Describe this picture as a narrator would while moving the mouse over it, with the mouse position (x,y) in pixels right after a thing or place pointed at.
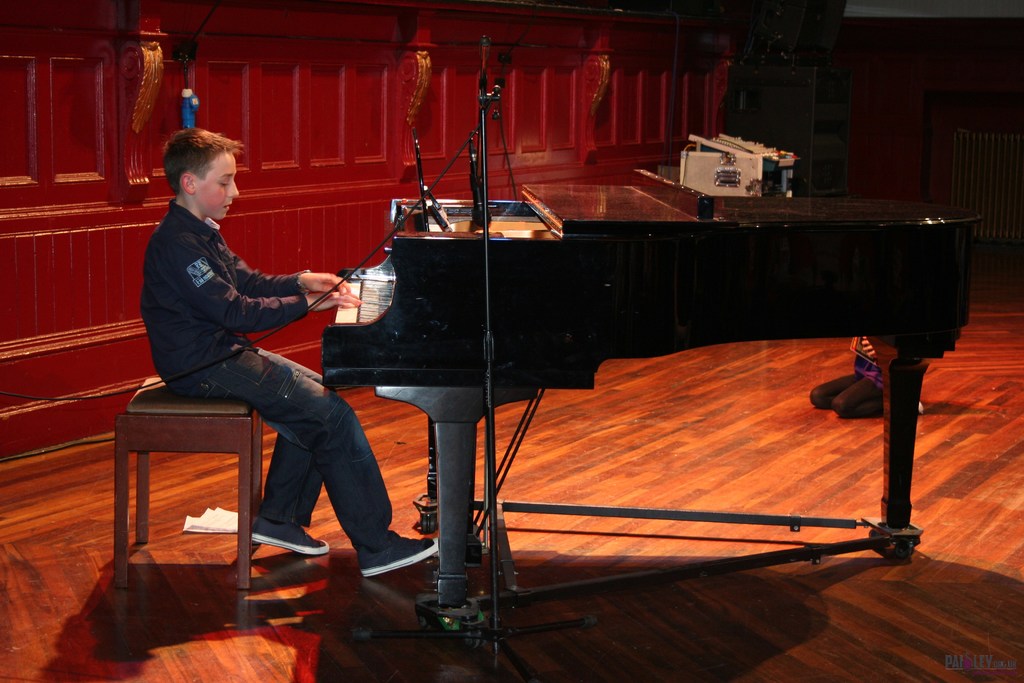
In this picture we can see a boy (283,405) sitting on a chair (209,416) and playing a keyboard (415,304), a musical instrument (430,291). This is a floor (787,440). We can see papers (199,526) on the floor (176,521).
